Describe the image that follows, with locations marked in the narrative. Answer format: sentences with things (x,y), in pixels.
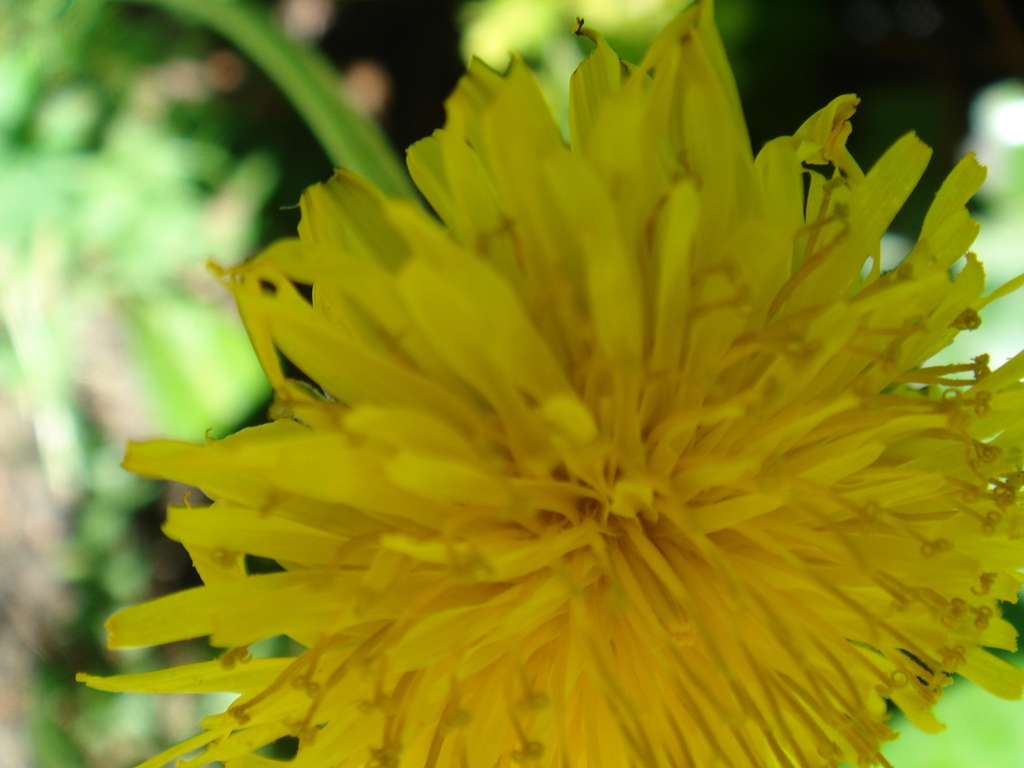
In the foreground of the image (510,617) there is a flower (477,404). the background of the image (127,245) is blur.
